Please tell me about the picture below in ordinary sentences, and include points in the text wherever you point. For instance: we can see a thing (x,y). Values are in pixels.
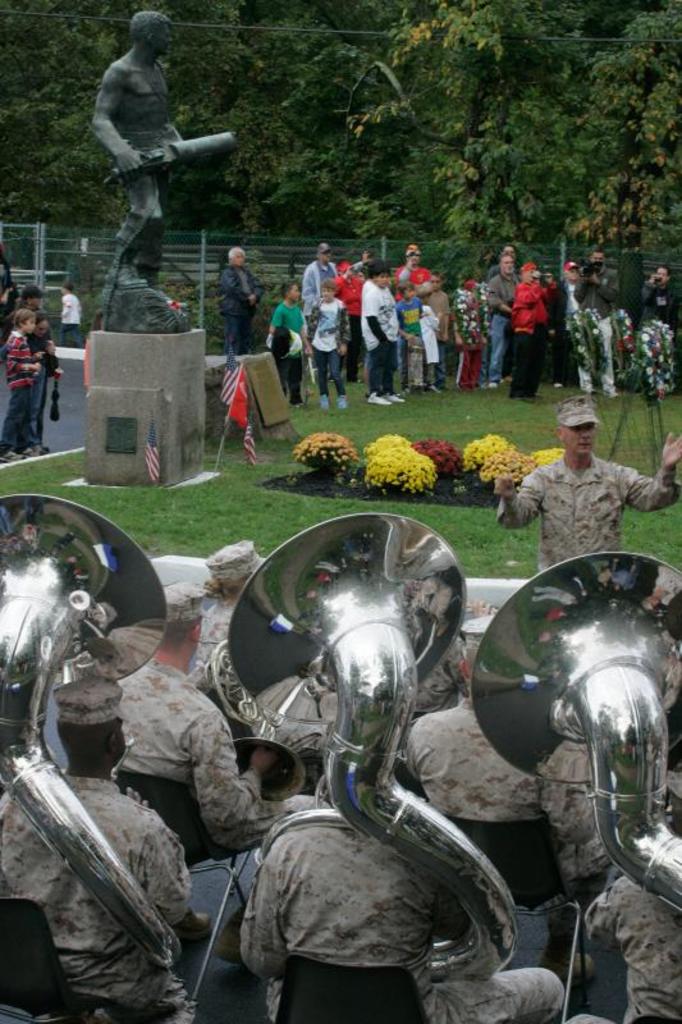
In the foreground of the picture (307,705) there are soldiers (643,919) sitting in chairs (171,806) and playing brass instruments (367,692). In the center (350,450) the picture there are flowers (338,451), grass (244,492), flags (238,389), people (229,330), fencing (187,275) and a statue (148,236). In the background (35,111) there are trees (404,124).
